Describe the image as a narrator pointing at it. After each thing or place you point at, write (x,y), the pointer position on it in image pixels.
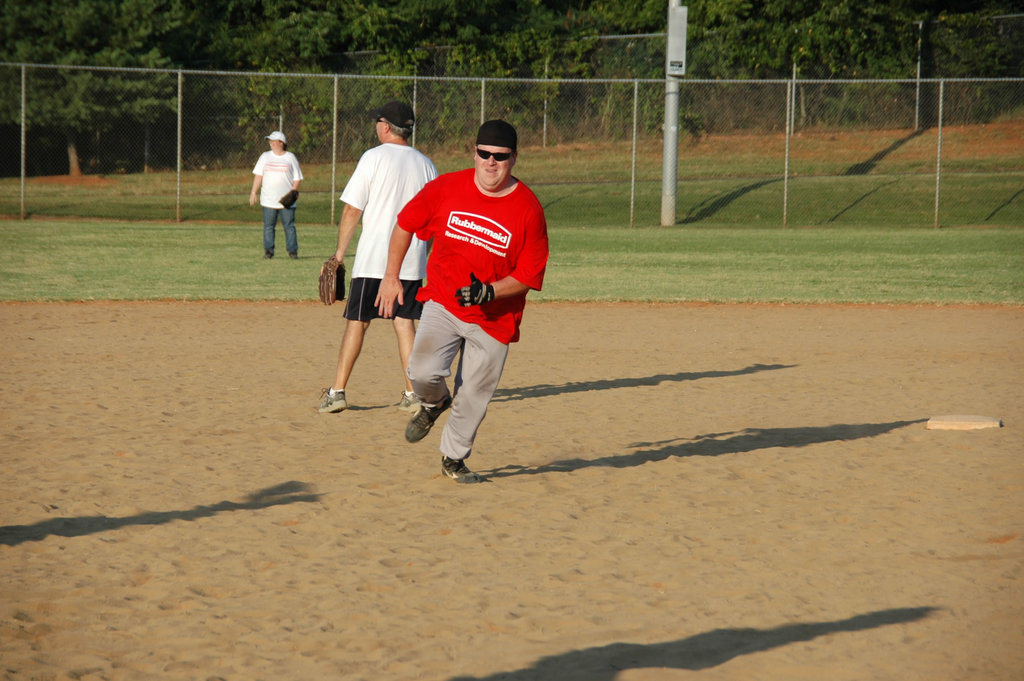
In this picture there is a man (466,243) who is wearing red t-shirt (513,214), goggles (510,152), cap (503,129), gloves (473,288), trouser (432,397) and shoes (429,417). He is running on the sand (555,532). Backside of him we can see another man (396,166) who is wearing cap (389,119), t-shirt (378,216), short (360,297), gloves (343,298) and shoe (326,396). Here we can see a woman (278,150) who is standing on the grass (309,267). Backside of her we can see fencing (456,152). On the top (811,20) we can see many trees (803,45). Here we can see a pole (671,203).
